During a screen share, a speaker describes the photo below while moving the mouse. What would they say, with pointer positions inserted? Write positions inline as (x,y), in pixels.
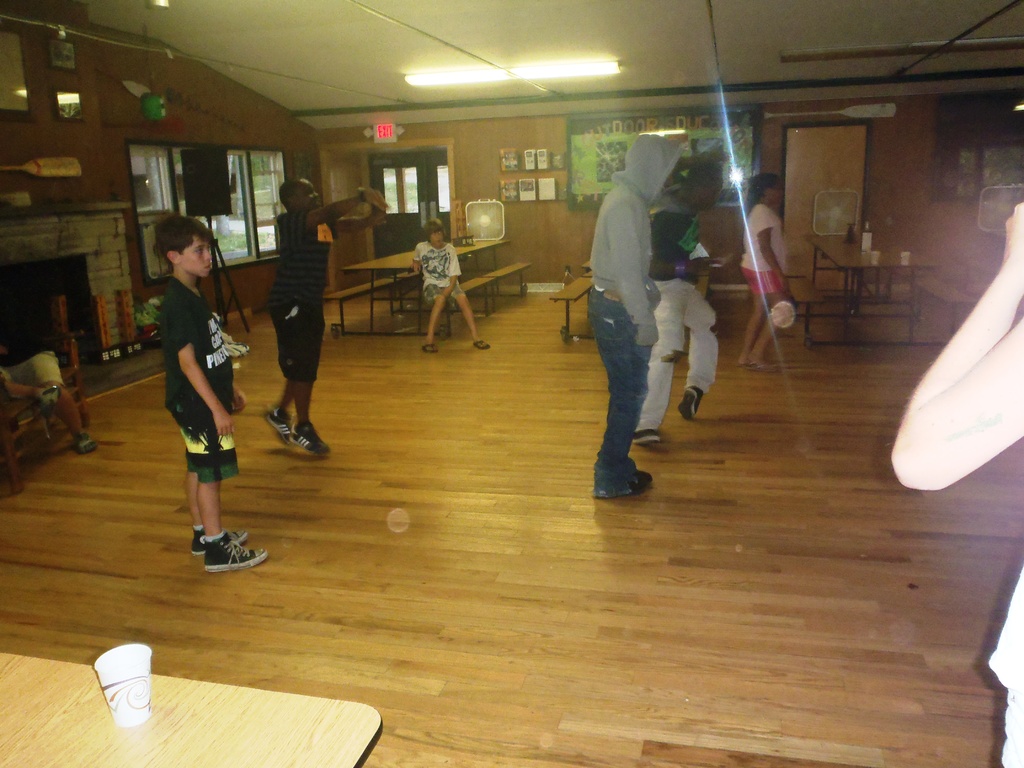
In this picture I can see group of people (680,160) standing, there are some objects (497,224) on the benches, there are windows (998,144), there are frames (599,199) attached to the walls (781,105), there is a tube light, there is a speaker (226,179) with a stand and there are some other objects (533,194).
